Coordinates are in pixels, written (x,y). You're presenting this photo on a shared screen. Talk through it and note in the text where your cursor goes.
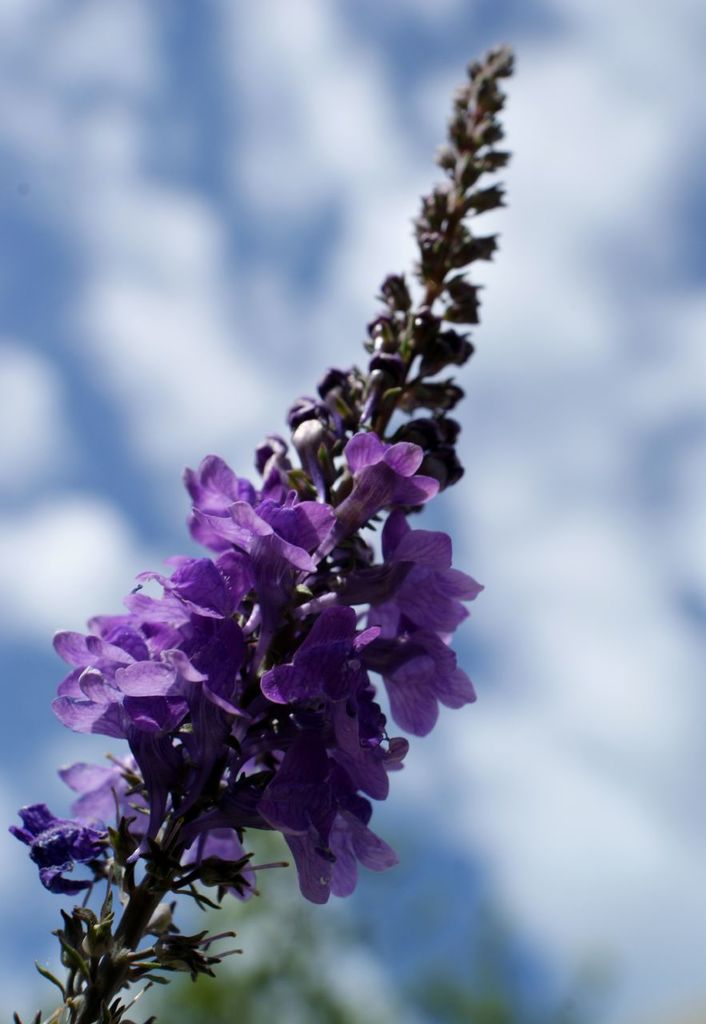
In this picture, we see a plant (394,604) which has flowers (401,624) and these flowers (250,808) are in violet color. In the background (534,860), we see the sky (505,450) and the clouds (163,267). This picture is blurred in the background (482,891).
